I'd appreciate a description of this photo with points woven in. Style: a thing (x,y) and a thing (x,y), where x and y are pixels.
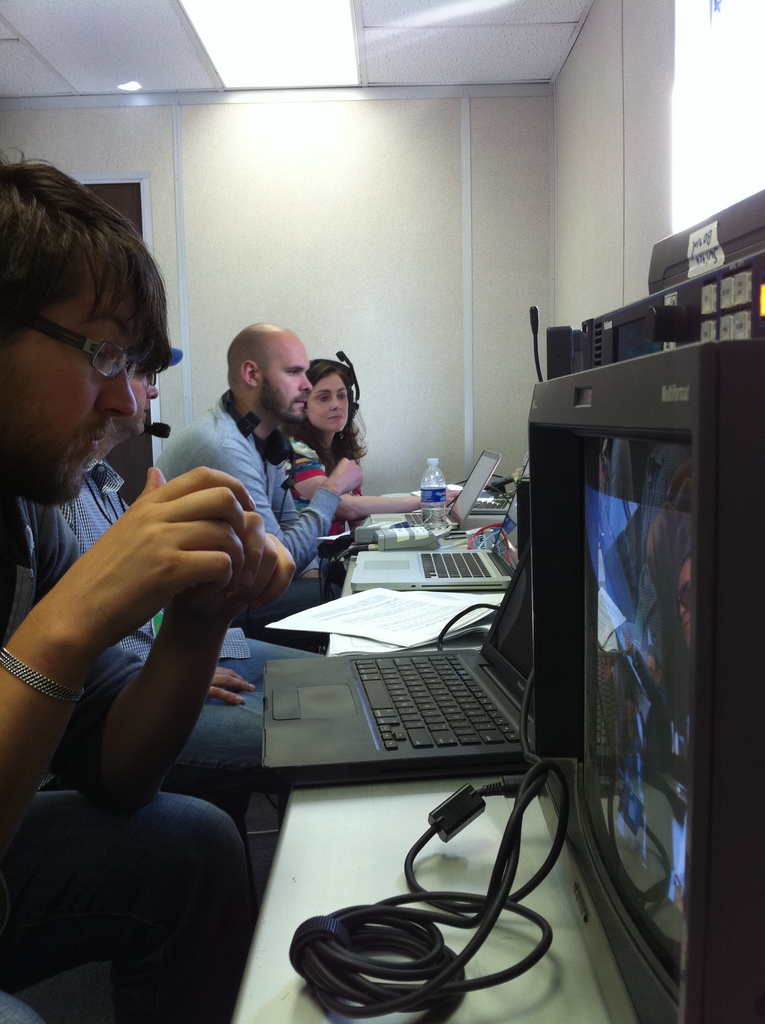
In the picture there are few men (205,586) sat in front of table (379,795) on which there are laptops (471,682) and on the ceiling (306,48) there are lights (284,64).
